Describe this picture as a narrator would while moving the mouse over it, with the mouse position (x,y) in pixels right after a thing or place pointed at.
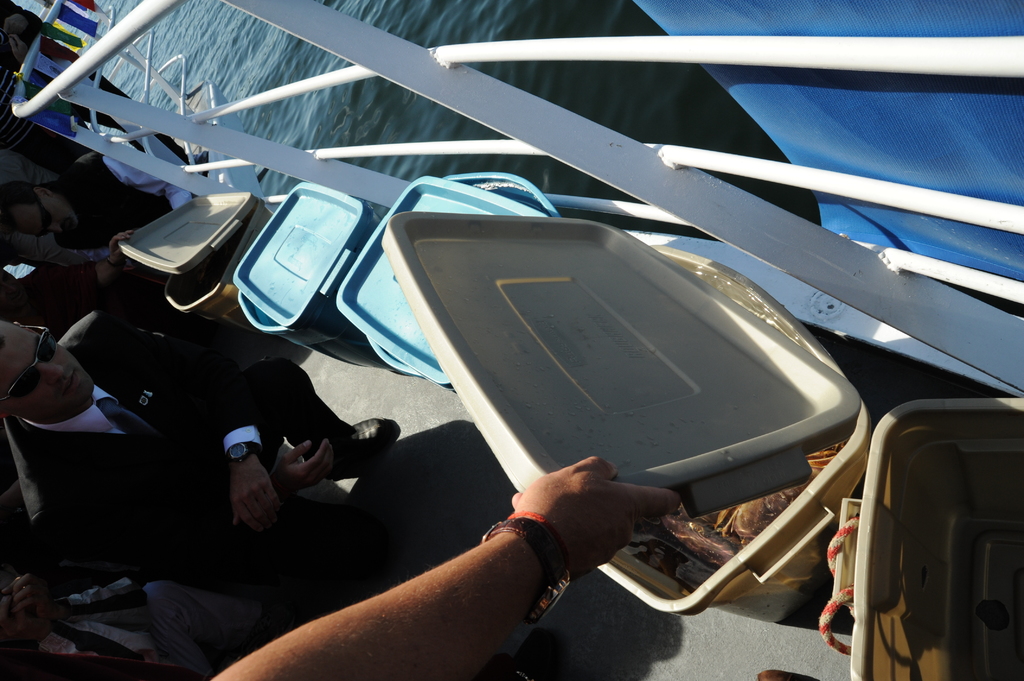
In this picture I can see group of people (14,24) and boxes (966,576) with lids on the ship (584,131), which is on the water (692,131).
